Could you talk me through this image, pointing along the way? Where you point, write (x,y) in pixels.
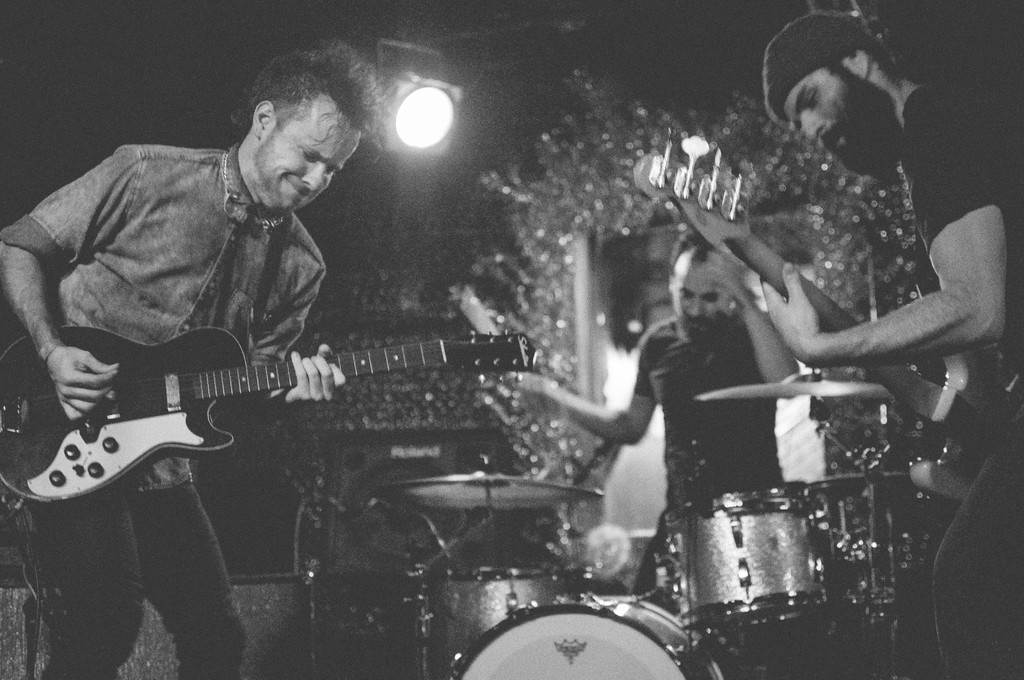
A black and white picture. This persons (924,222) are playing a musical instruments (755,556). On top (404,106) there is a focusing lights (411,92).
